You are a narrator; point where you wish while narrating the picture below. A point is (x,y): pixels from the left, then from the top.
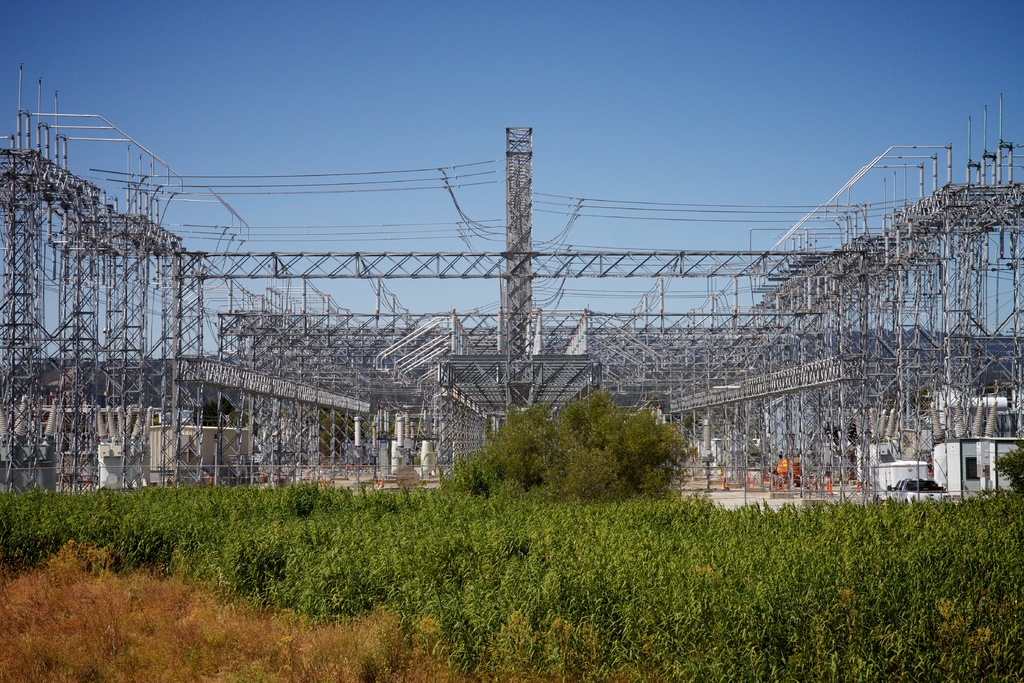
In the picture I can see plants (647,600), a tree (535,420), wires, towers (680,375) and some other objects (396,326). In the background (557,112) I can see the sky (332,295).
